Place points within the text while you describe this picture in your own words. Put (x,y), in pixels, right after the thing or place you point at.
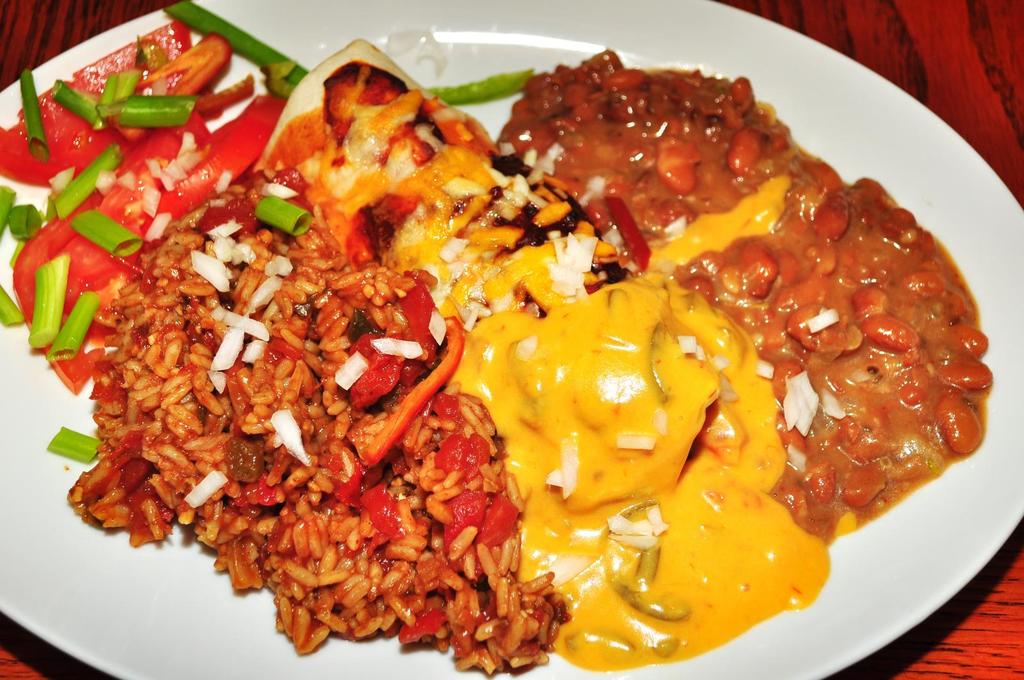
In this image I can see food items (403,357) on a white color plate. This plate (904,160) is on a wooden surface (959,125).
